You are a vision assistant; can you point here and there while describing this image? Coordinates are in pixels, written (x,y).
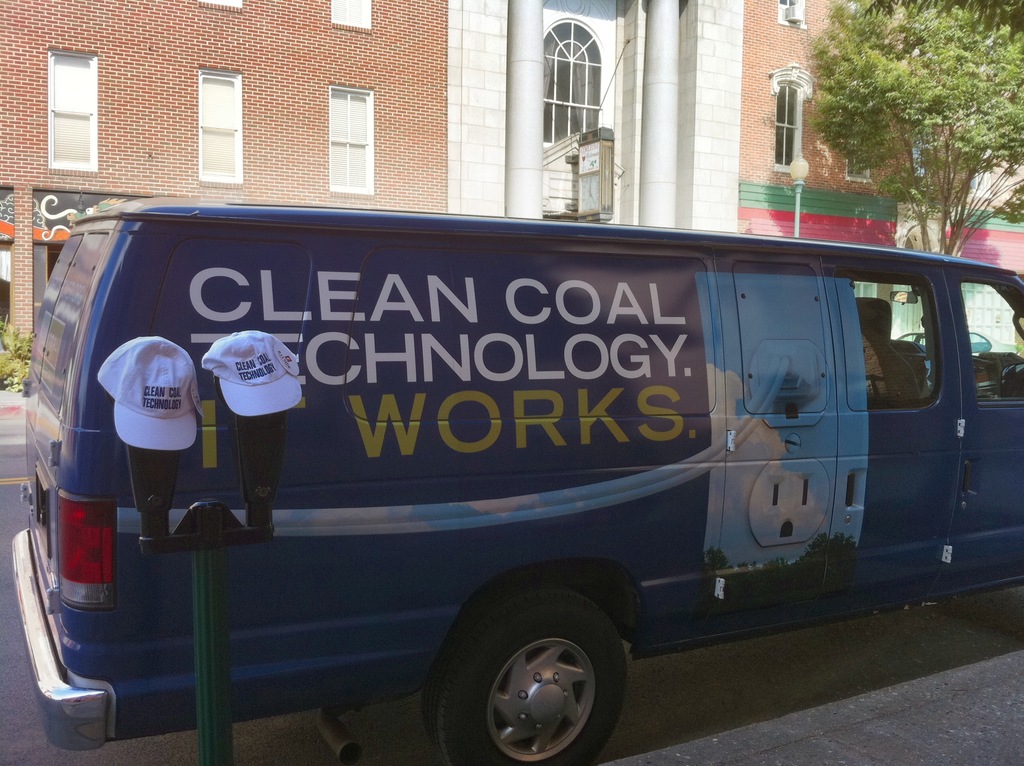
Here I can see a blue color van (452,365) on the road (733,705). On the left side (204,619) there is a pole (212,530) on which I can see two white caps (221,373). In the background (472,117) there is a building (564,121) and a tree (911,87).
